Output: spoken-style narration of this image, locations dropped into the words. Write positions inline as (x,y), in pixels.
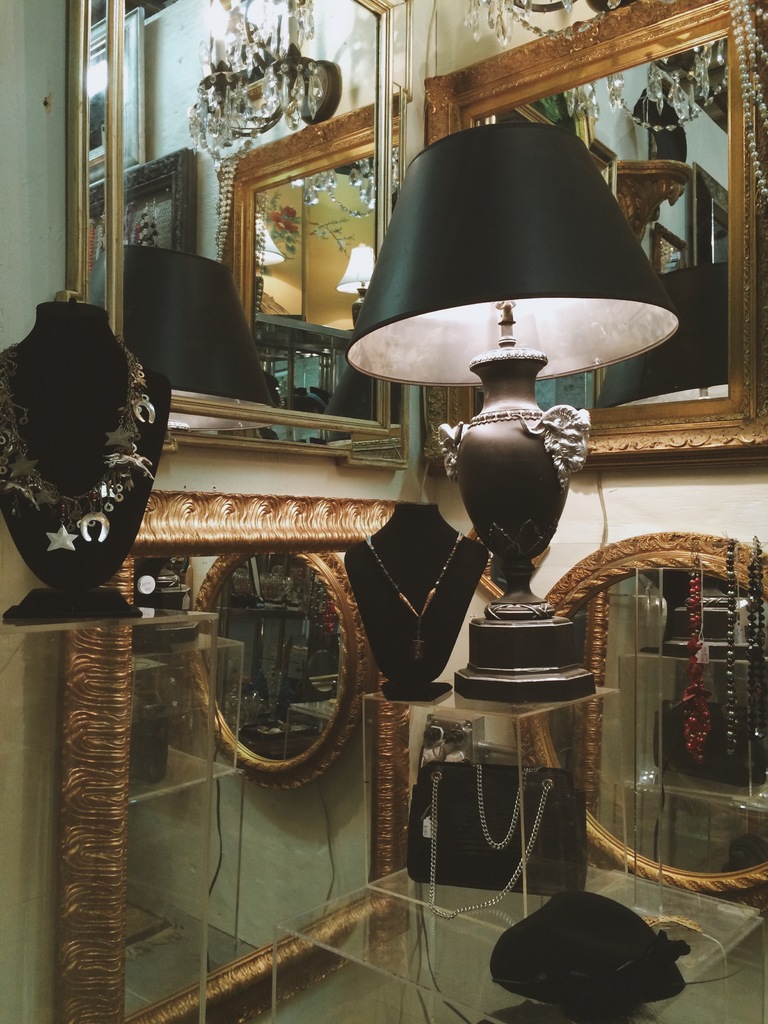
In this image, we can see the wall (432,5) with some objects (300,18) like mirrors (132,56). We can also see a lamp (500,412), some necklaces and a glass table (504,903) with some objects (495,813).
